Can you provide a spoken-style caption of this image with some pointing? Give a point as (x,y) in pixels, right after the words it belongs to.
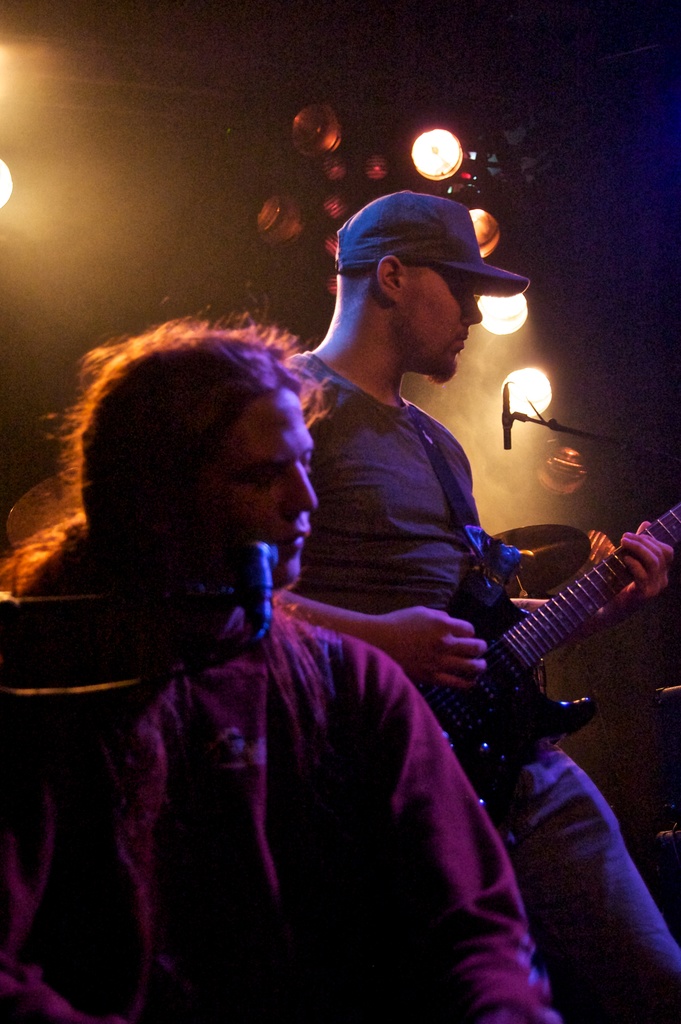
This image is taken in a concert. There are two people (252,643) in this image. At the top of the image (501,310) there are few lights (535,392). In the right side of the image (456,264) a man (311,590) is standing and holding a guitar (506,629) in his hand (644,584). In the left side of the image (217,371) a woman (457,982) is singing.
